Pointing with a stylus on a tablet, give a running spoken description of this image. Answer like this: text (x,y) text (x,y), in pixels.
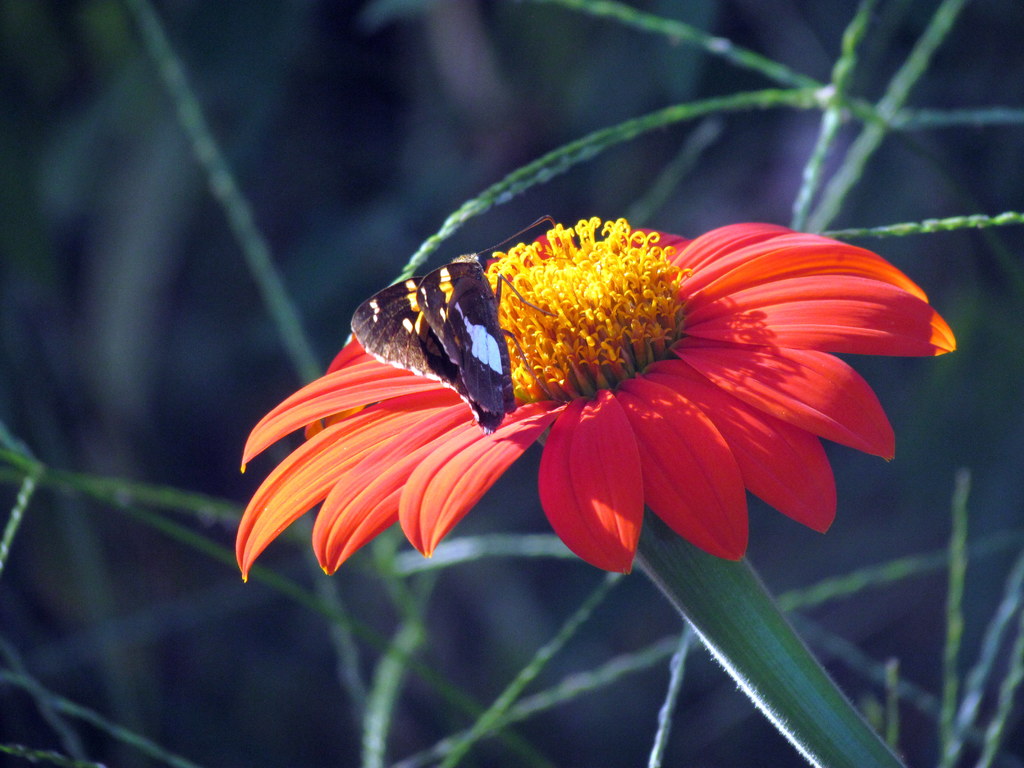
In this image we can see a butter fly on the flower (355,374) and in the background (601,143), there is a grass (619,666) and the image is blurred.
